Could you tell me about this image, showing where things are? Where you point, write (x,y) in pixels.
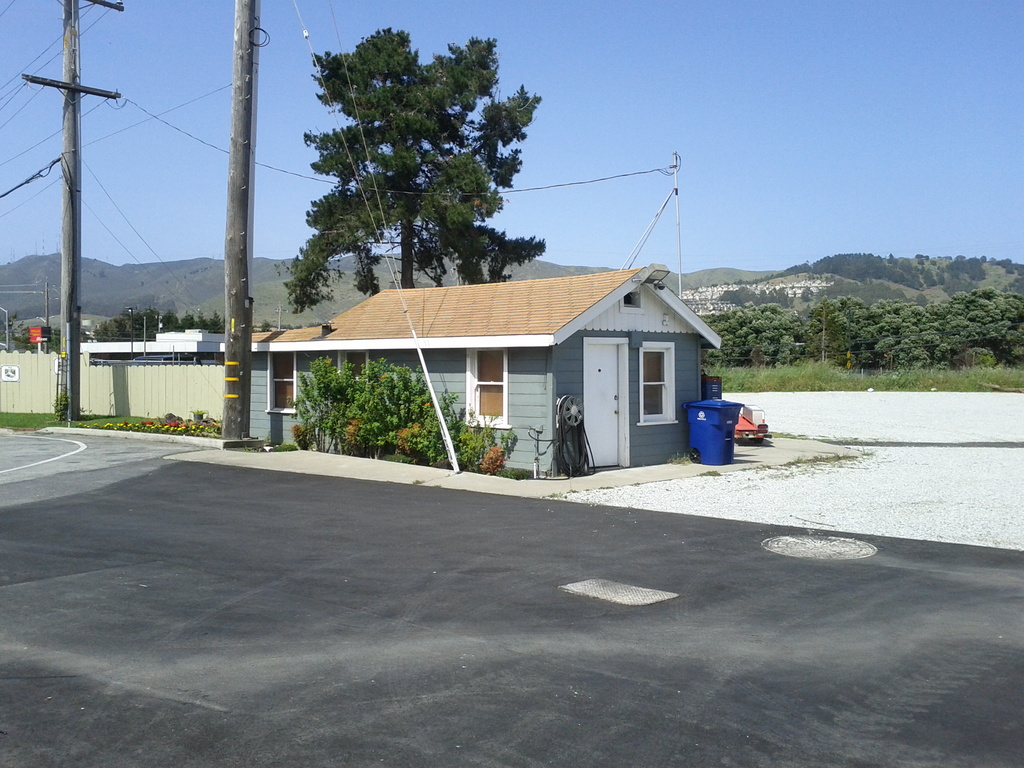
In this picture there are buildings (654,347) and trees (27,333) and poles (244,215). At the back (254,292) there are mountains (316,307). In the foreground (217,427) there is a dustbin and there is a wooden railing (106,390) and there are plants (133,427) and flowers (173,425). At the top (751,78) there is sky (660,129) and there are wires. At the bottom (421,583) there is a road (505,636) and there is grass (31,419).
